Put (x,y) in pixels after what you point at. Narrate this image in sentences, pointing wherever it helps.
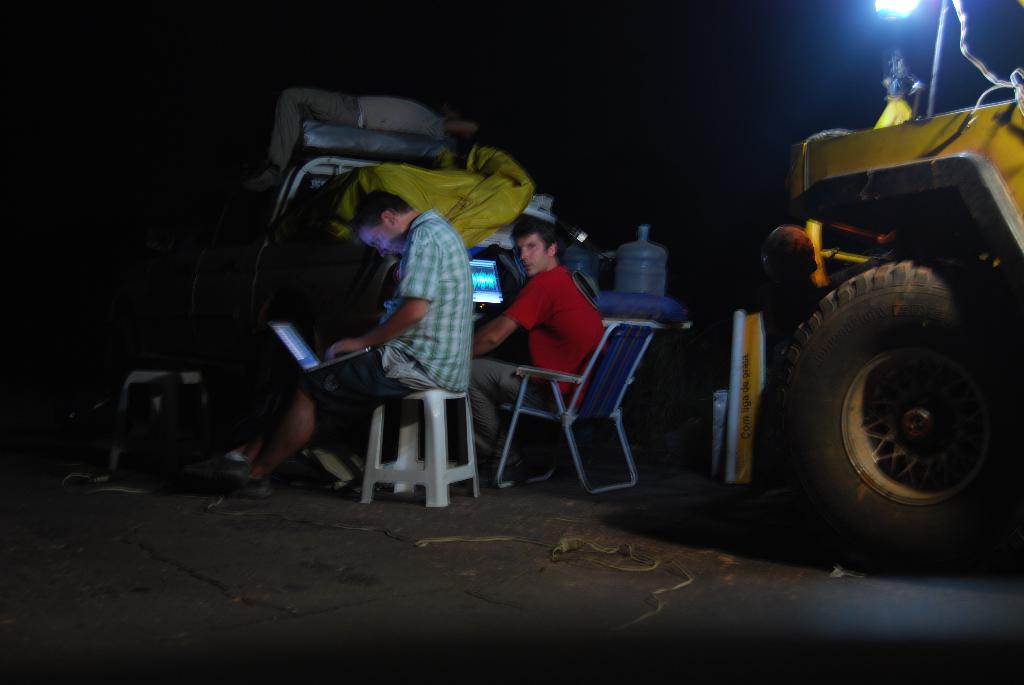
In this image we can see three persons (582,336), chairs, laptops (303,360), water can (640,286), vehicle (938,448) and we can also see a dark background (40,32).
